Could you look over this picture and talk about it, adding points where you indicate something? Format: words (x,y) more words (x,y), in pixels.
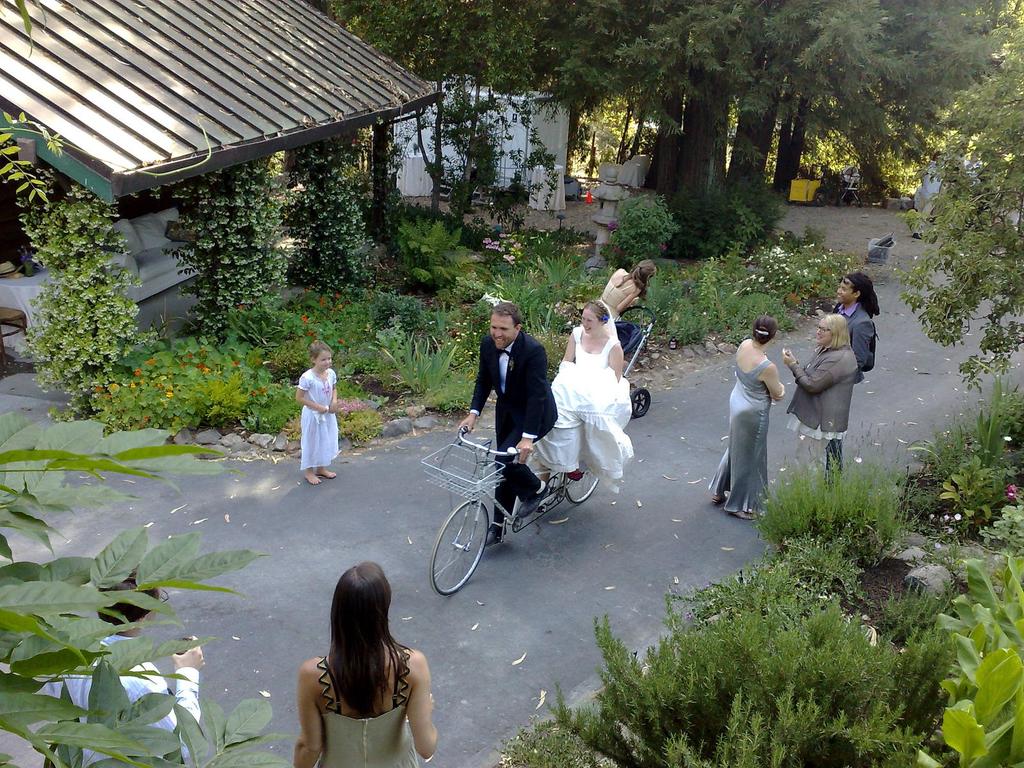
In this image there are group of persons (762,424) standing on the road (779,414) at the middle of the image (499,437) there are two persons (523,462) who are riding on a bicycle (495,477) and at the background of the image (505,167) there is a house (374,163) and trees (809,149).
